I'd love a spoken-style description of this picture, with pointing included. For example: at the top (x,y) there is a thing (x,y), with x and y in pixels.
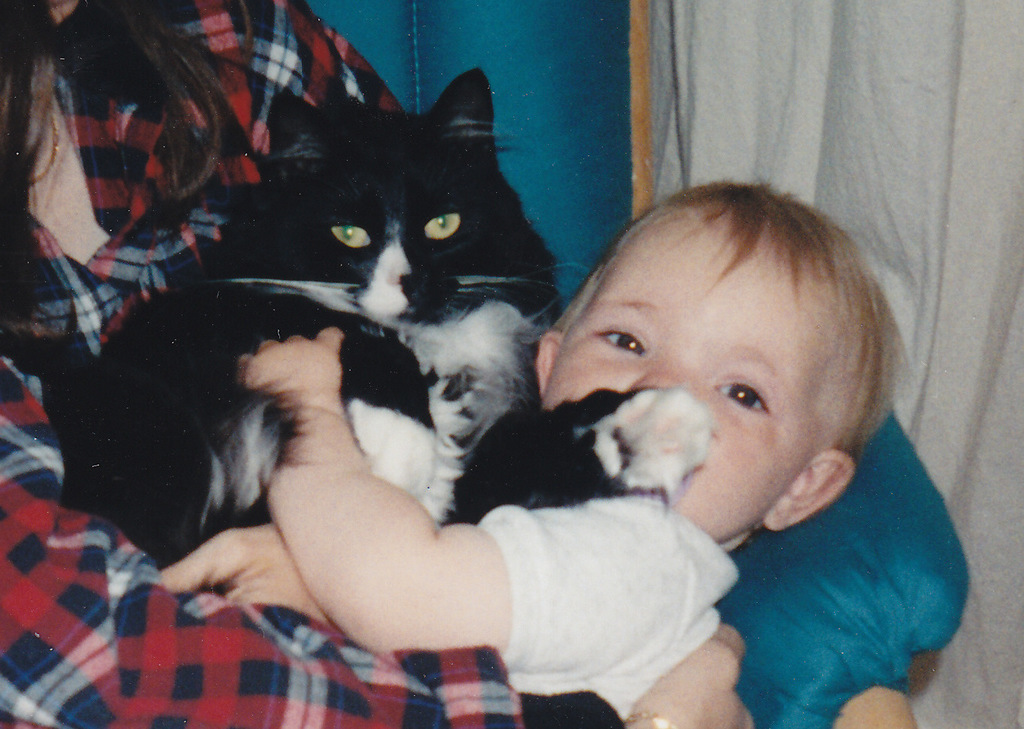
In this picture we can see person (159,193) holding cat (400,297) and child (663,299) with their hands (636,712) and beside to them we can see curtain (940,304).
